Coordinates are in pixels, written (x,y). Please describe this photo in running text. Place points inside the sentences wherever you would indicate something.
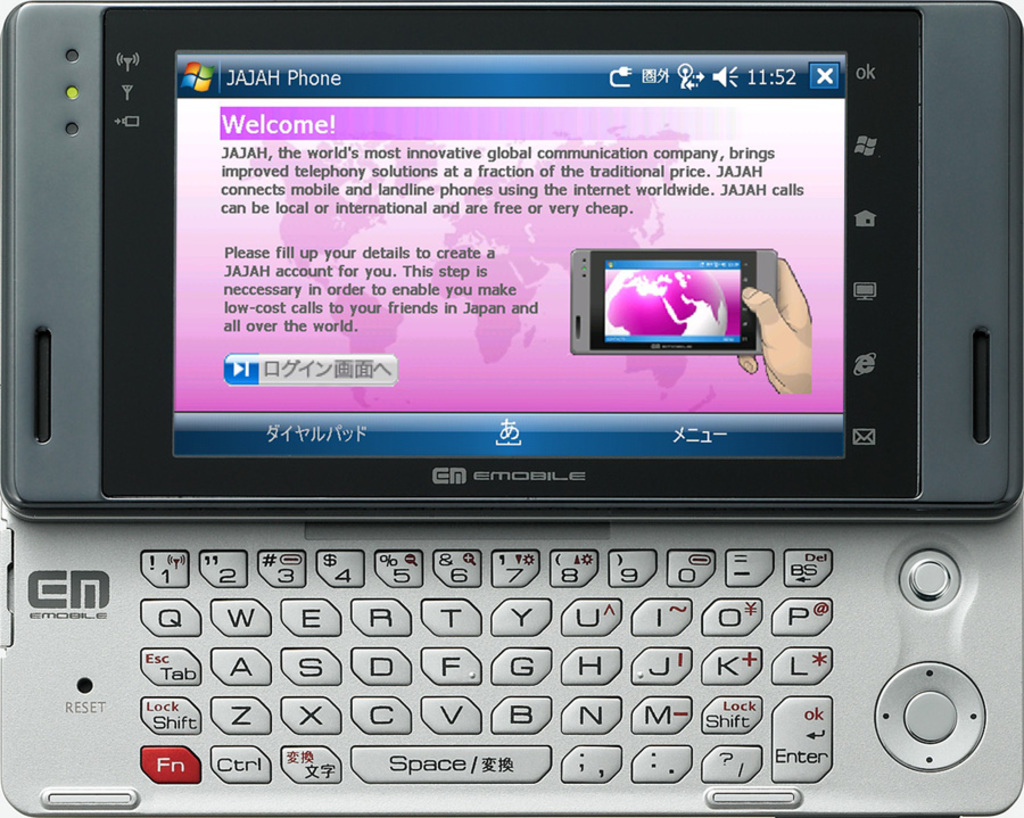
In this image, we can see a mobile (308,658) with keypad (393,698) and screen (628,348). Here we can see some icons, keys (293,753), text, buttons (945,563), picture (763,318).
